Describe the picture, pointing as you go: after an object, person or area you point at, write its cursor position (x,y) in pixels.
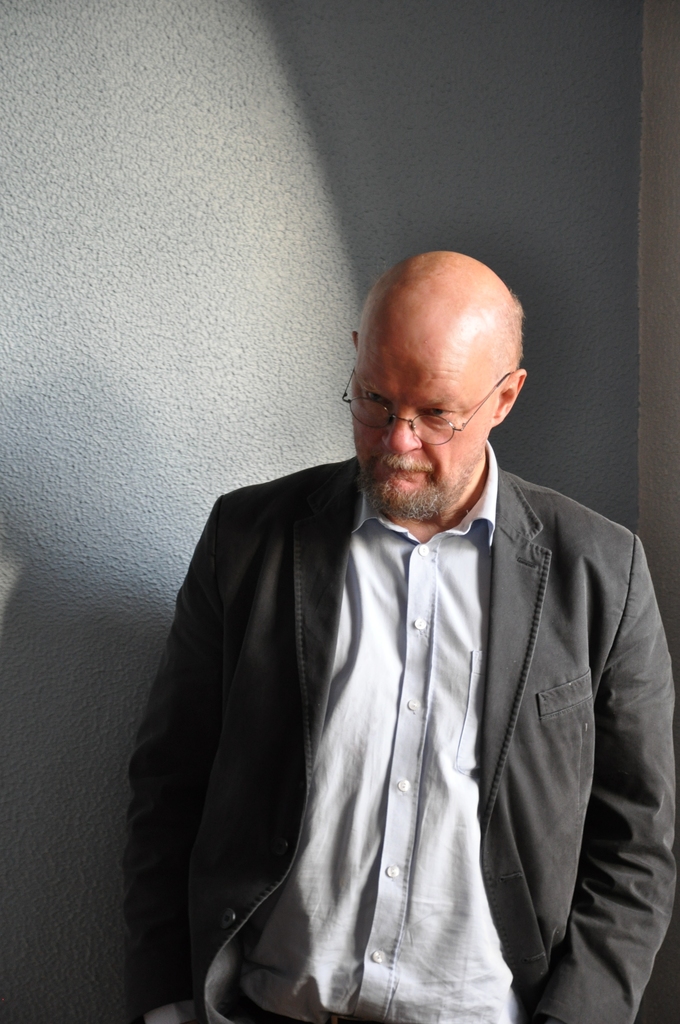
In this image I can see a man (301,607) is standing and I can see he is wearing shirt (419,725), black jacket (500,650) and specs (438,437). In the background (144,358) I can see shadows (471,114) on wall (244,240).
